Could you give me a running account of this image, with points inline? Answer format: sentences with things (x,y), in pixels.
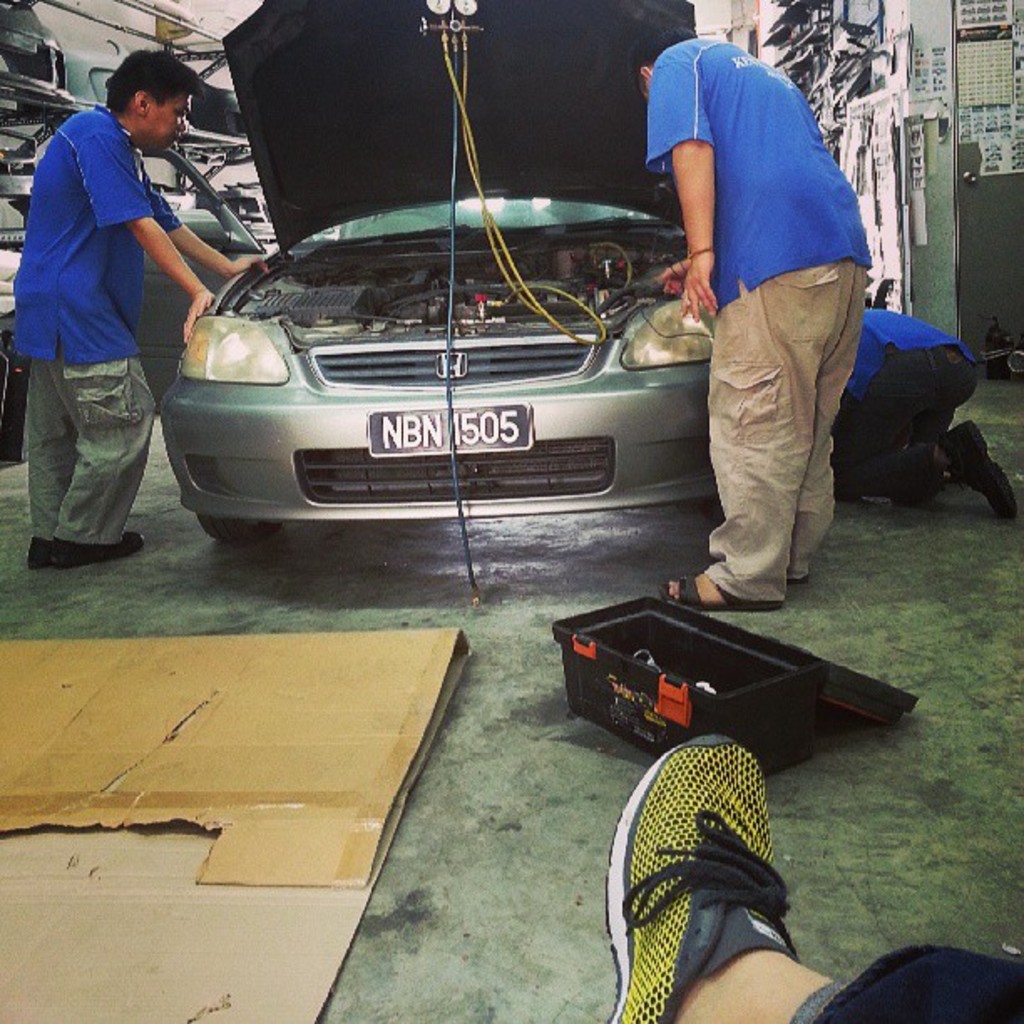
In this image I can see two persons (784,257) wearing blue t shirts (786,126) are standing and I can see a car (308,388) which is silver in color in between them. I can see few wires (541,308) and the engine (445,280) of the car (435,288). To the bottom of the image (811,995) I can see a person's leg (728,961) wearing black, white and yellow colored shoe (696,878). On the ground (453,795) I can see a cardboard sheet (214,782) and a black colored box (685,723). In the background (891,361) I can see a person (865,445) bending, few spare parts (209,114) of the car (187,174) and few other objects (988,237).
